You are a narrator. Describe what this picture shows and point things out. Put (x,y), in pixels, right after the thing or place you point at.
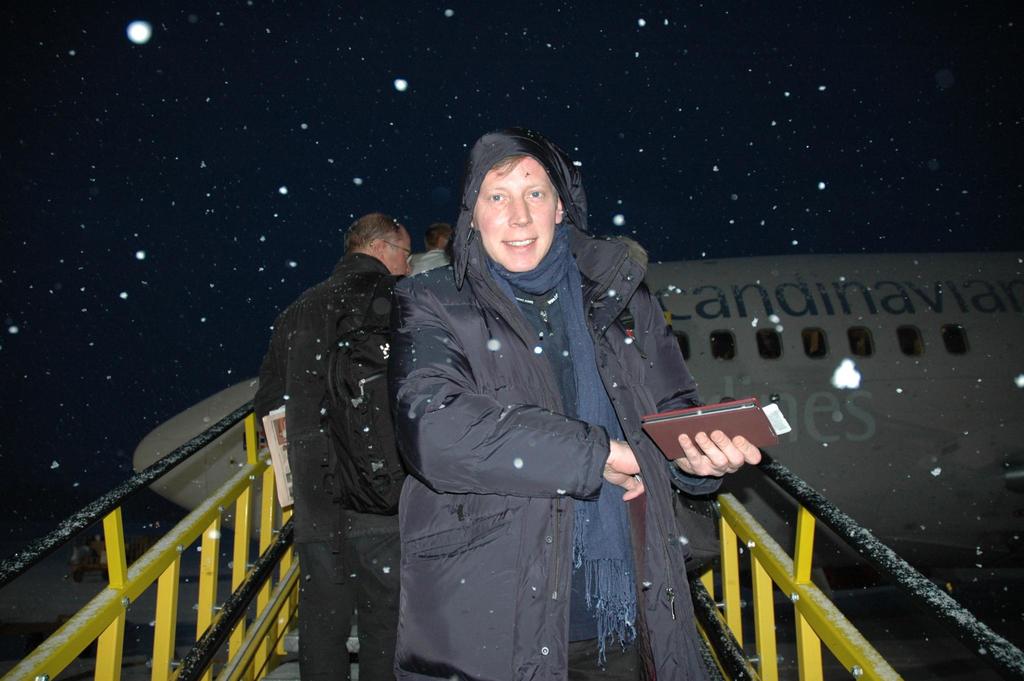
Background (163,163) portion of the picture is completely dark, we can see white particles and we can see an airplane (968,373). In this picture we can see people (380,231) On a platform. This picture is mainly highlighted with a person (513,379) wearing a jacket (497,371) and holding a book (744,431). A person (555,348) is smiling. On either side of the people (443,470) we can see poles (236,484) in black and yellow color.
